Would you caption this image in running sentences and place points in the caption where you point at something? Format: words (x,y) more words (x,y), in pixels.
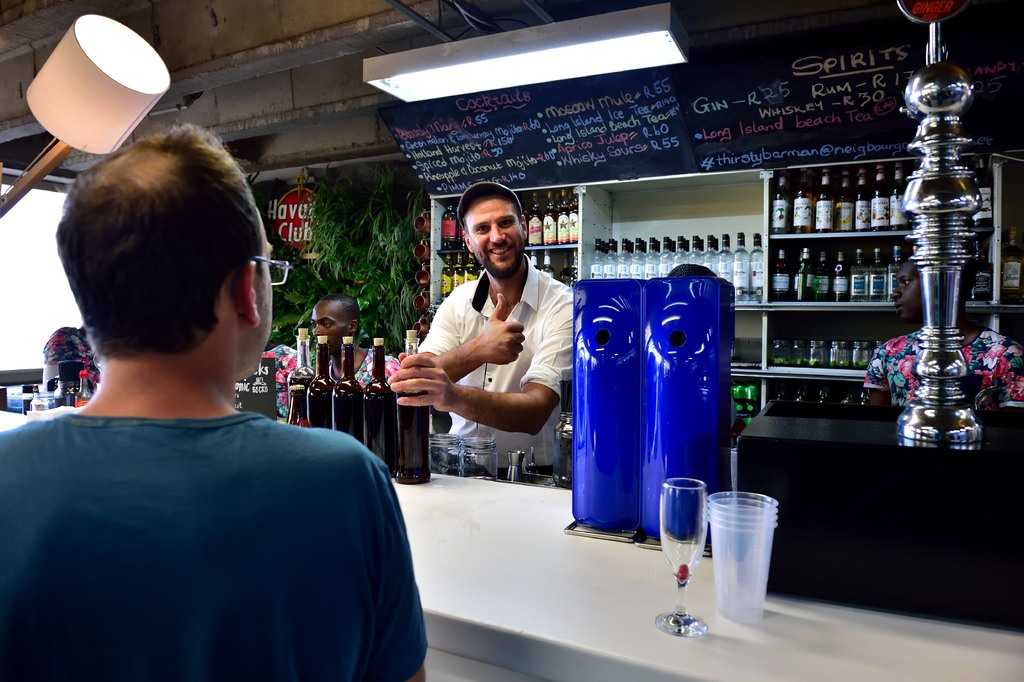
In this picture we can see a person (508,252) standing and holding a wine bottle (409,393) in his hand (404,399), and at back (784,200) there are many bottles (800,200) in the rack (694,214), and here is the person (913,343) sitting, and here is the table (557,540) in front (561,558) with glass (735,519) and wine glass (674,533), and here is the person (162,399) standing on the floor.
